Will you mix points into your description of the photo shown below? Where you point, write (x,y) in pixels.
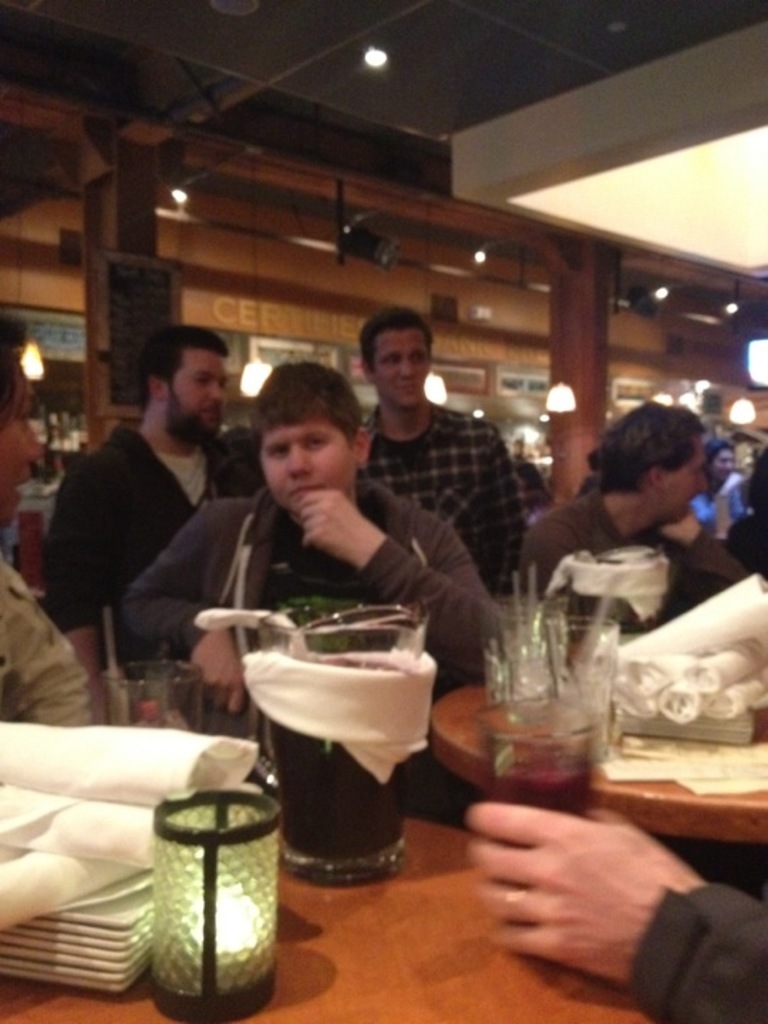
On these tables (718,794) there are clothes (716,686), glasses (185,687), plates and things (172,878). Background (178,397) we can see people (650,530), lights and board (132,342).
